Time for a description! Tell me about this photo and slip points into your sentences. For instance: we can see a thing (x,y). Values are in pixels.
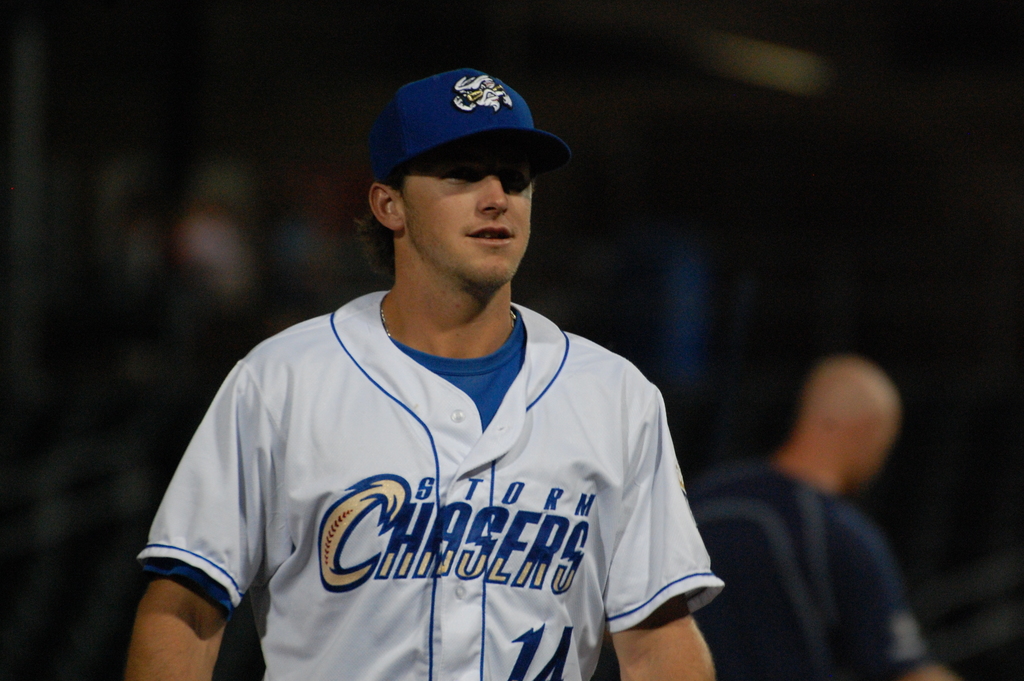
In the center of the image (380,432) we can see a man (469,366) standing. He is wearing a cap (394,163). In the background (748,549) there is another man (860,518).
